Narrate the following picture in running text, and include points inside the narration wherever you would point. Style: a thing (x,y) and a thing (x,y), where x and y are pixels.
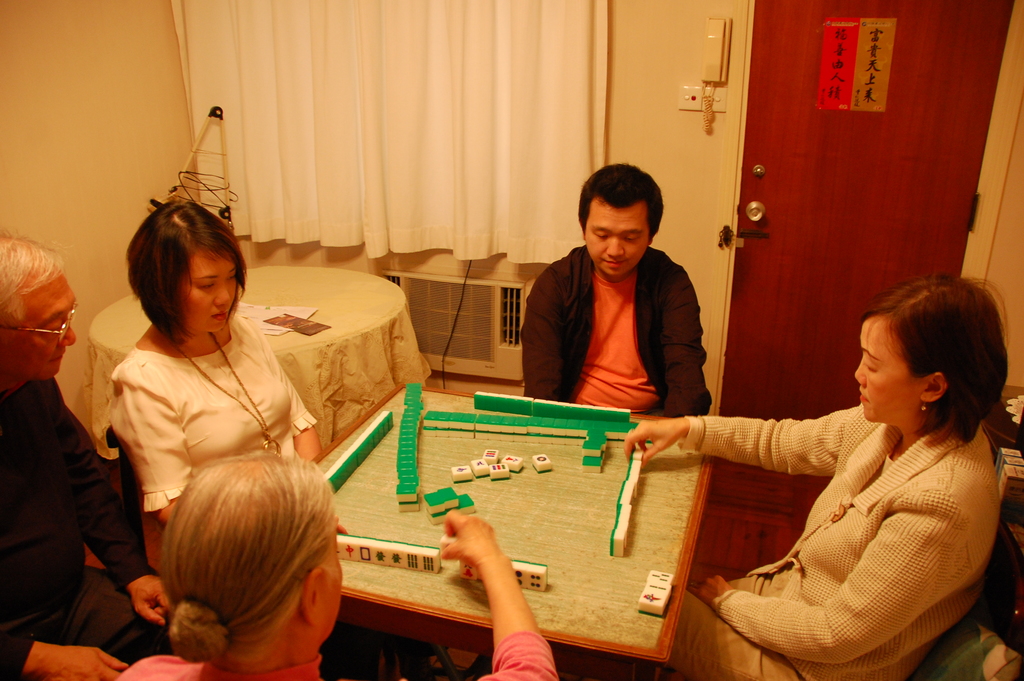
In this image, we can see people (602,271) playing game with cubes (549,407) and in the background (453,160), there is a curtain (413,148), table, door (788,134) and there is a telephone (720,74).
